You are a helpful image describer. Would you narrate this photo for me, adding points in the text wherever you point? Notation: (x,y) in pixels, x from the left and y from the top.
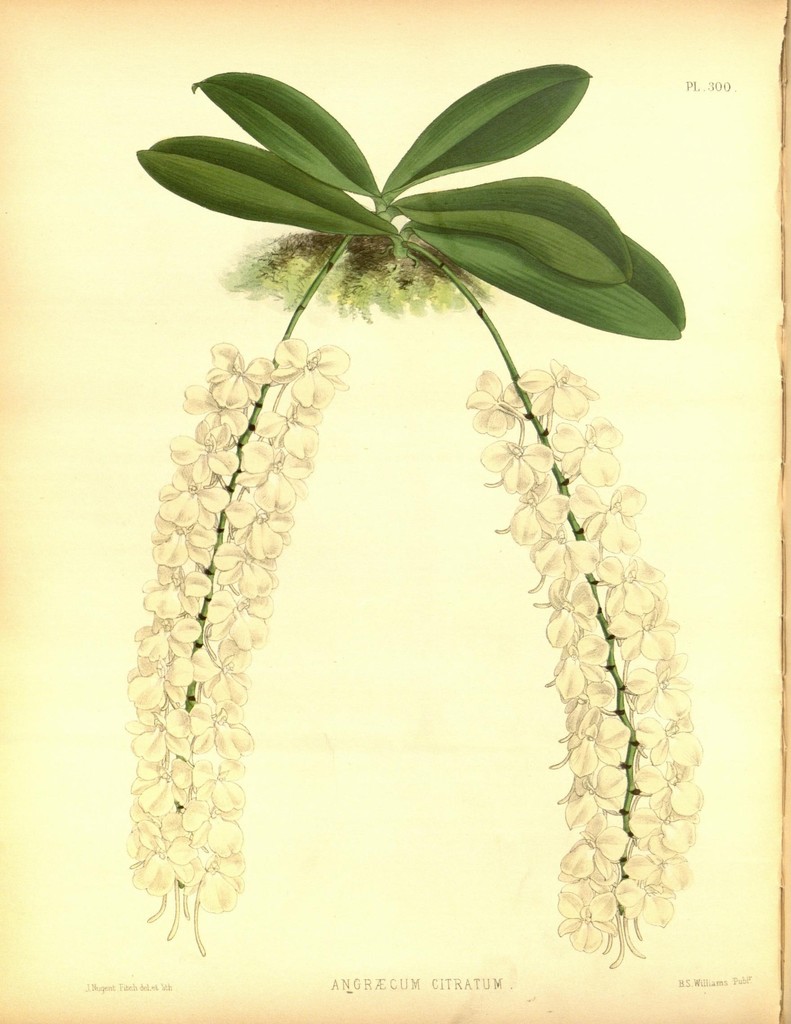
In this picture there is a white color paper poster (321,995) with green leaves (262,207) drawn on it.
